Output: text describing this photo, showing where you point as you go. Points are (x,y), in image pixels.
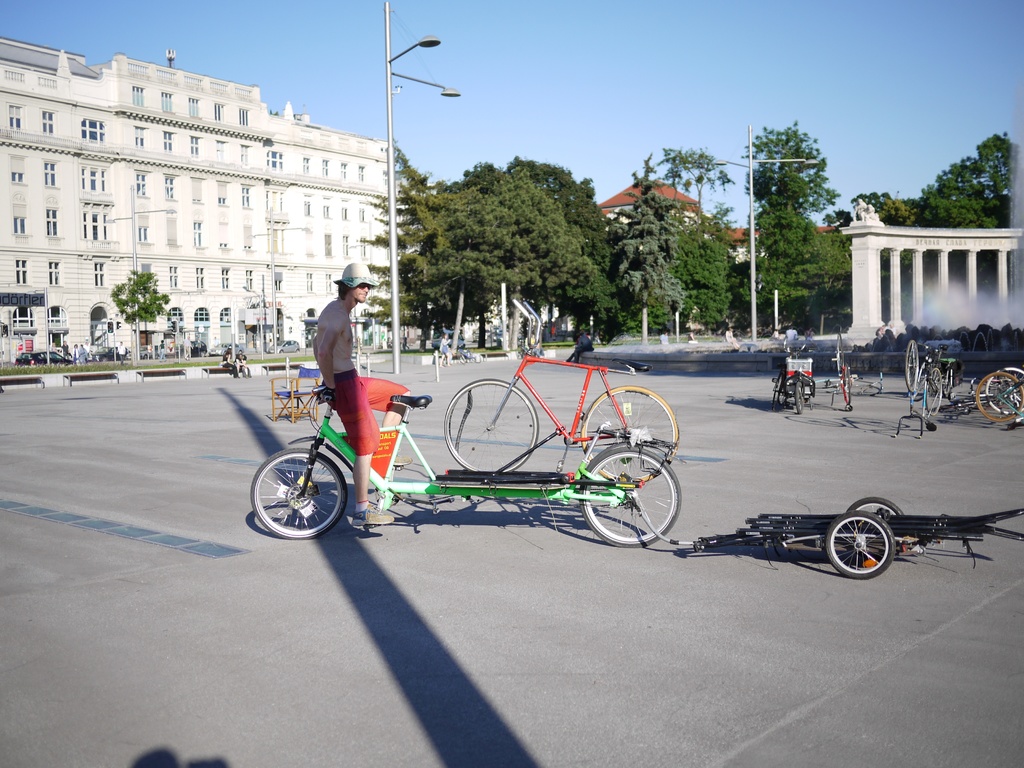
In this image I can see the person (348,356) with the dress (348,426) and hat (365,266) and I can see the person (357,442) sitting on the bicycle (370,459). To the side I can see many bicycles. In the background (424,335) I can see few more people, poles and many trees (406,302). I can see the buildings (221,191) and the sky (526,109).
